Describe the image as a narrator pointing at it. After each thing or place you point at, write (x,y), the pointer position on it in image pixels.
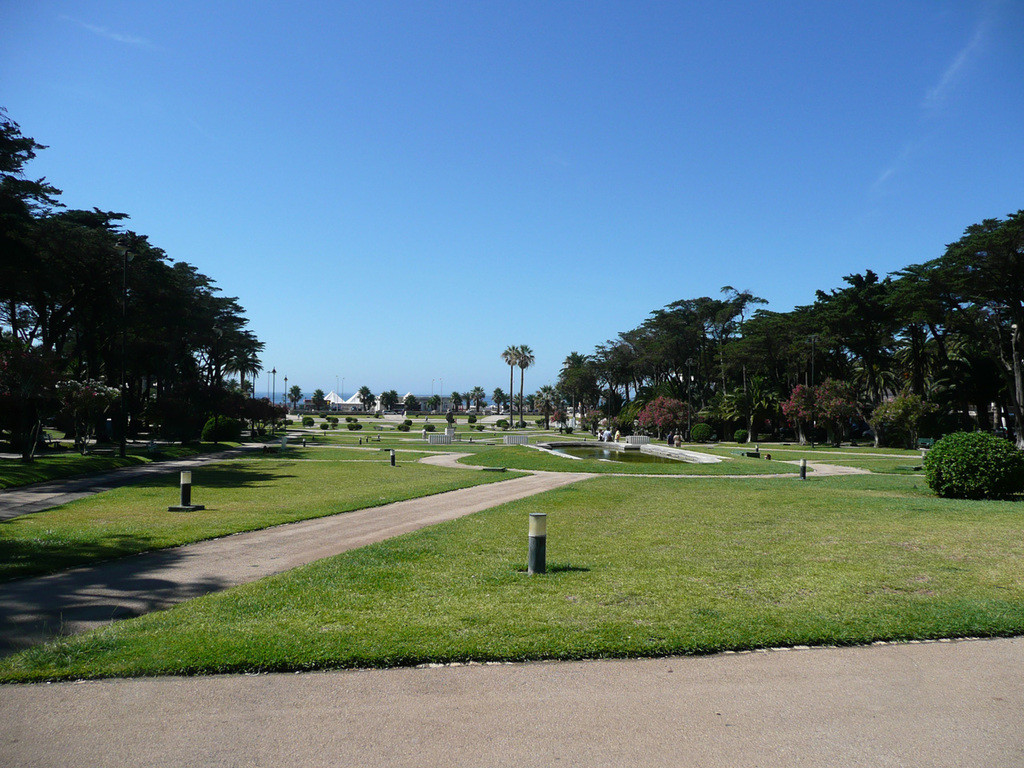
In the image we can see the grass (677,577), trees (770,431), poles (360,443) and the sky (471,162). We can even see the path (450,504), plants (937,456) and it looks like the tent (333,397).
